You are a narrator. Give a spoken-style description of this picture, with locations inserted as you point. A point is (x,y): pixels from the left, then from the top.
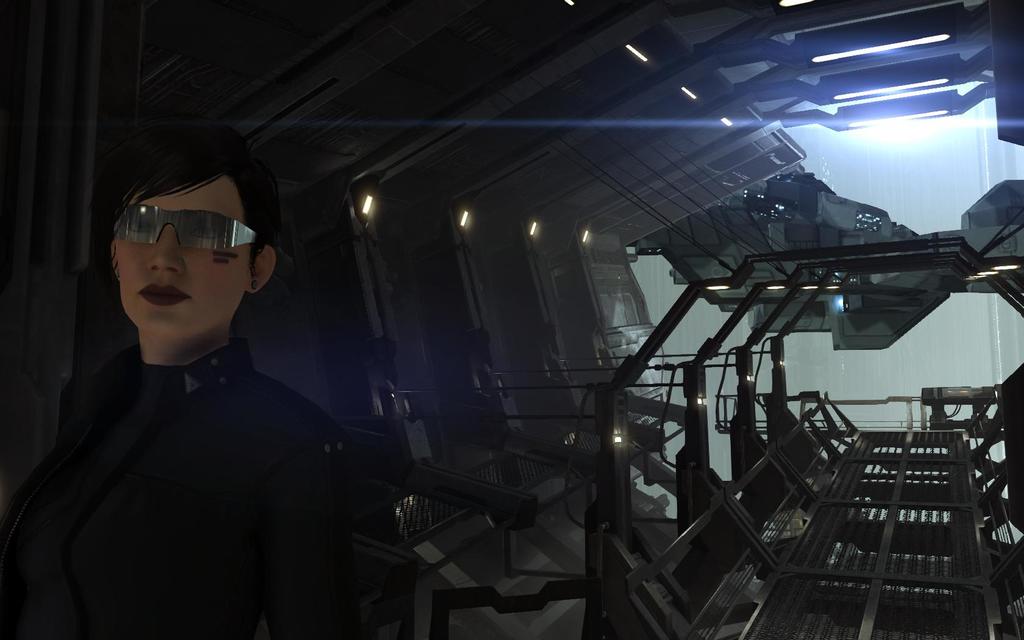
This is an animation and here we can see a person (207,351) wearing glasses (177,215) and in the background (711,513), there is a machine (755,246) and we can see lights (905,121) and there is a wall (926,352).
